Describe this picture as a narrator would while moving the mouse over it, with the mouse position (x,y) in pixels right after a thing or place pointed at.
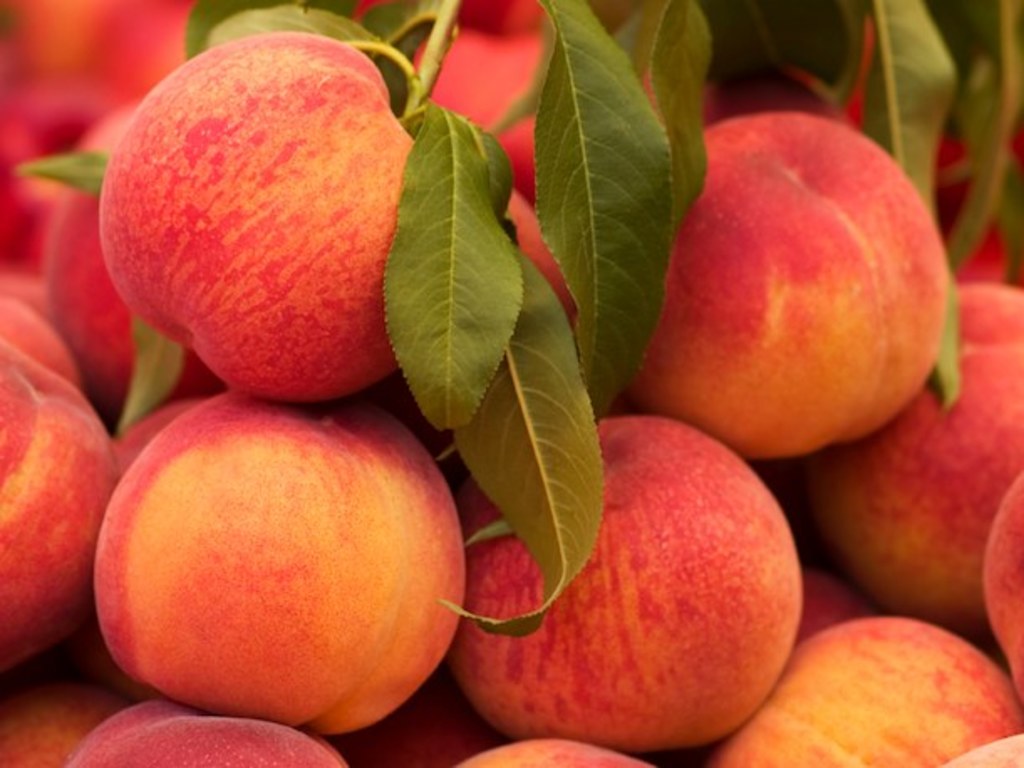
In this picture there are peaches (854,224) in the center of the image (388,509), which are red in color.
